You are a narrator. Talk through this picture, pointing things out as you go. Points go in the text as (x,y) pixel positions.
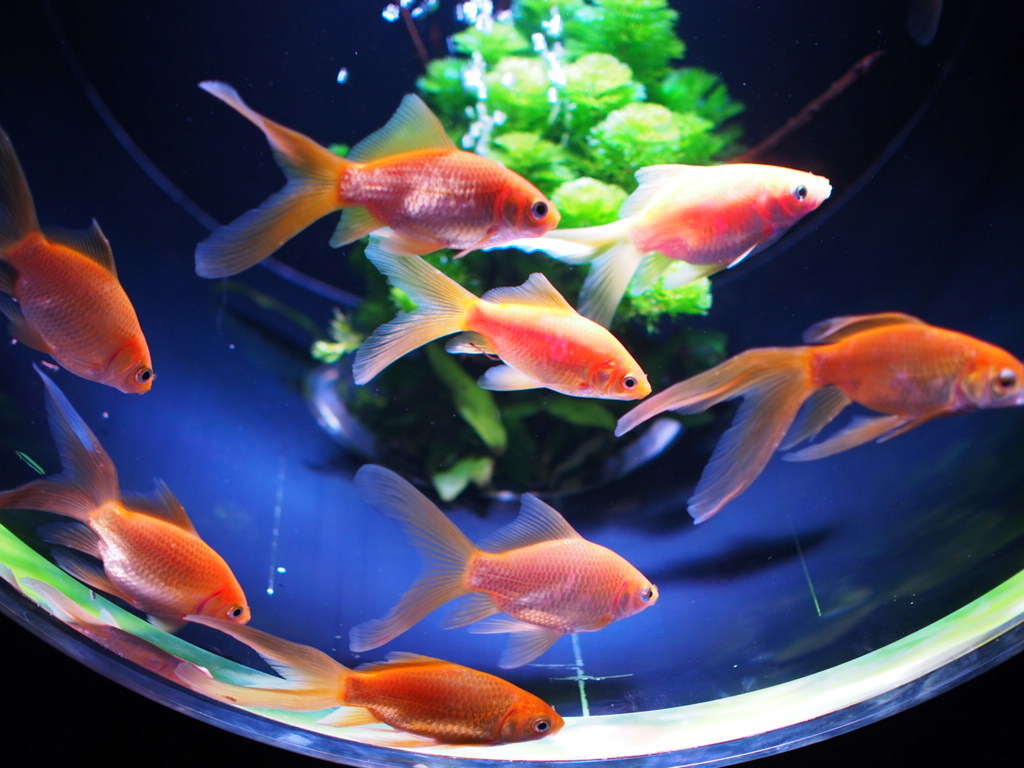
In the image there is a bowl (185,489) with water (879,285), fish (587,298) and a small plant (527,153).
